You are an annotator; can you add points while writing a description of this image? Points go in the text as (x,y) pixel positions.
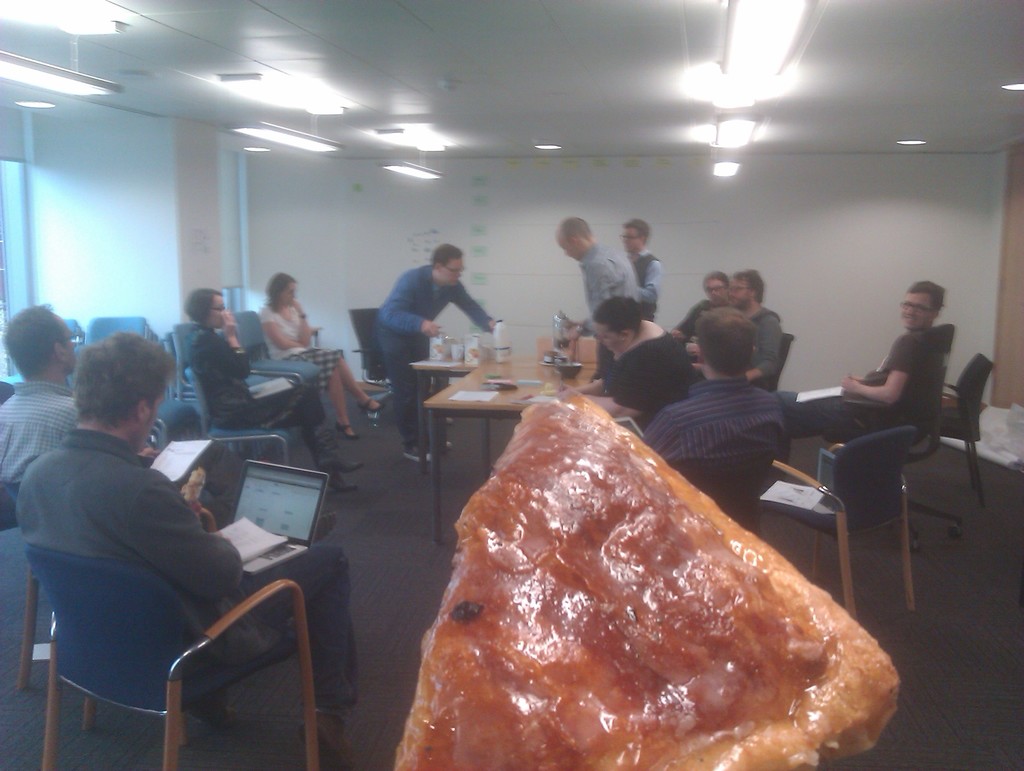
There is a room (441,390) with lot of chairs (112,638) and tables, some people (326,546) sitting on them operating laptops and a man (402,363) serving drinks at one corner. on the other hand there are few people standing and talking with each other.
